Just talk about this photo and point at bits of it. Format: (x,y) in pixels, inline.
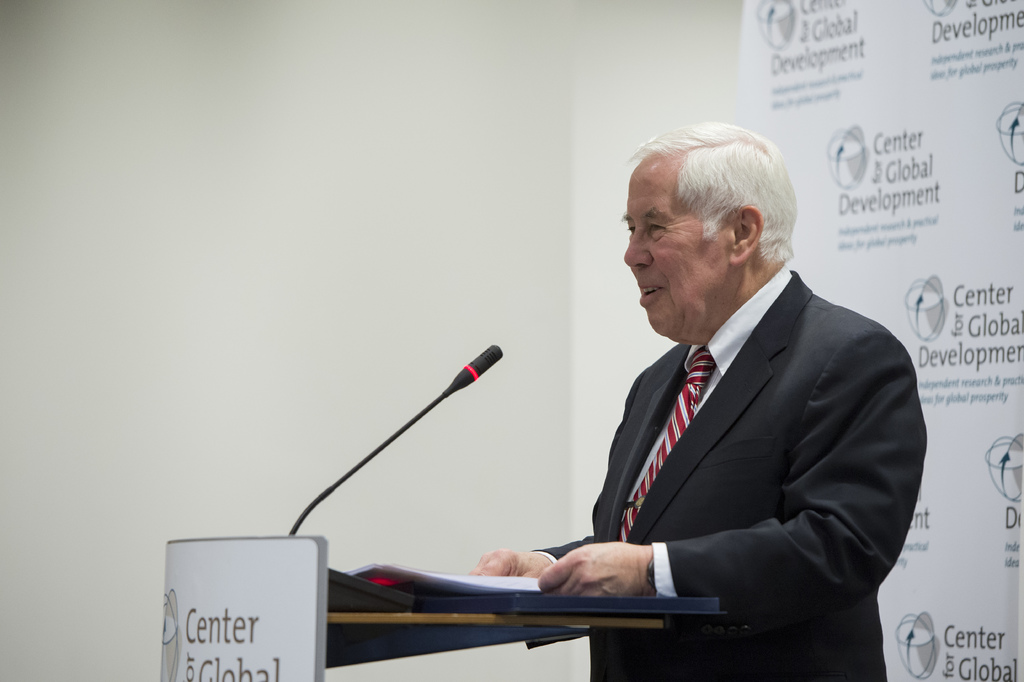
In this image I can see a man (809,458) standing, he is facing towards the left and he is wearing a suit (743,551). There is a microphone (494,356) and papers (493,587) on a speech desk (616,620). There is a banner (926,260) behind him. There are white walls (371,149).
